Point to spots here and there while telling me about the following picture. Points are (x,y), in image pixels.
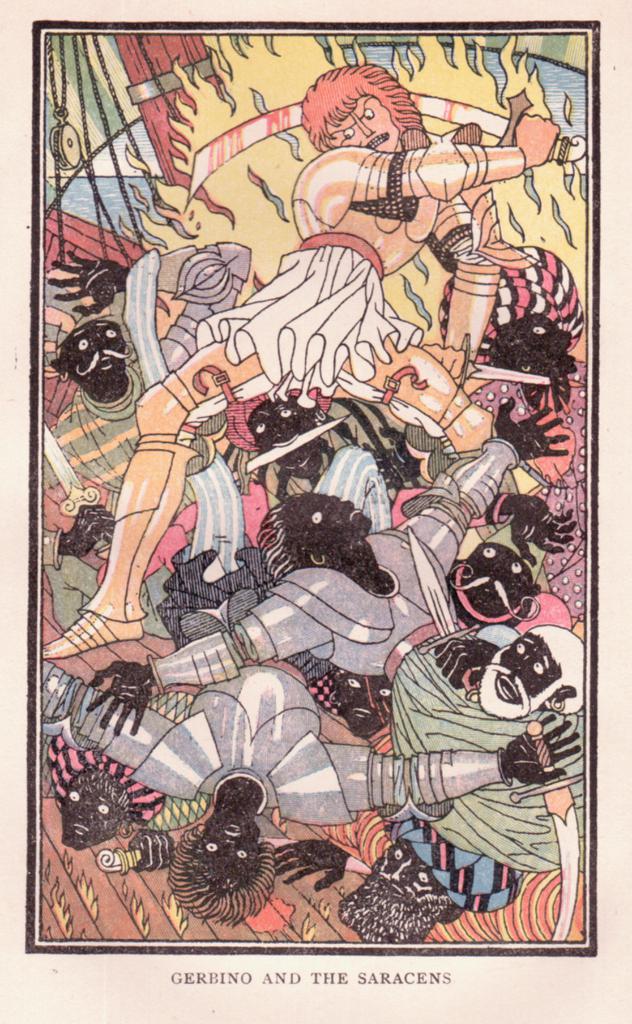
In this image I can see few cartoon pictures (282,545) and the pictures (297,560) are in multi color and I can see something is written on the image.
